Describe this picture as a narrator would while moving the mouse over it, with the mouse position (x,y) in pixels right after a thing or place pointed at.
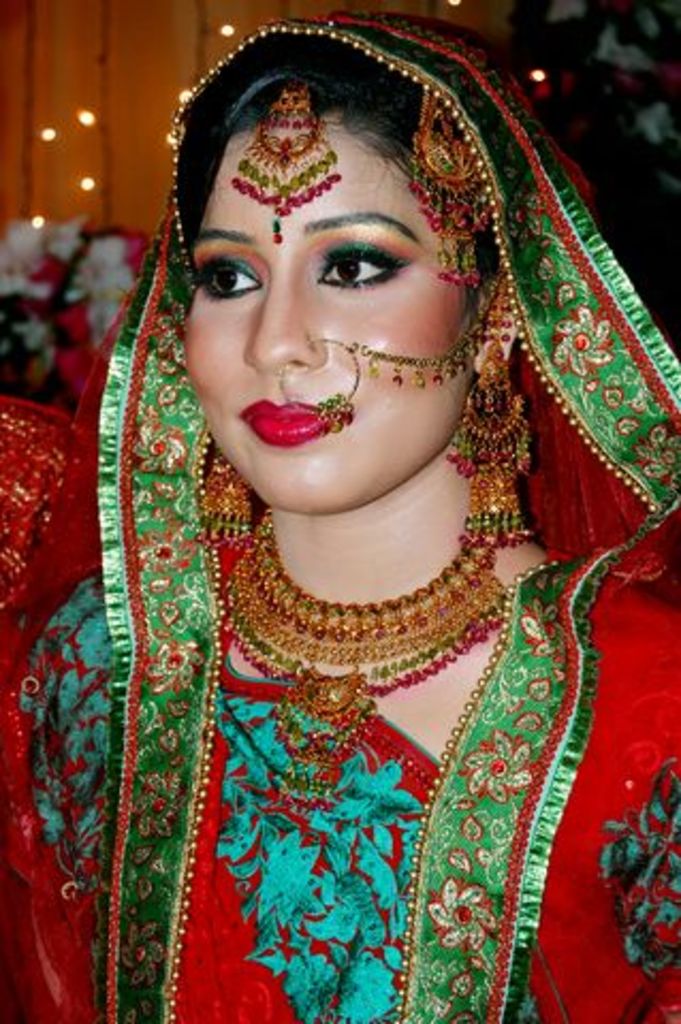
In this image there is a woman (328,857) wearing a cloth (620,767) on her head (298,38). Left side (102,277) there are few flowers (66,295). Background (123,121) there is a wall (52,101) having few lights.
